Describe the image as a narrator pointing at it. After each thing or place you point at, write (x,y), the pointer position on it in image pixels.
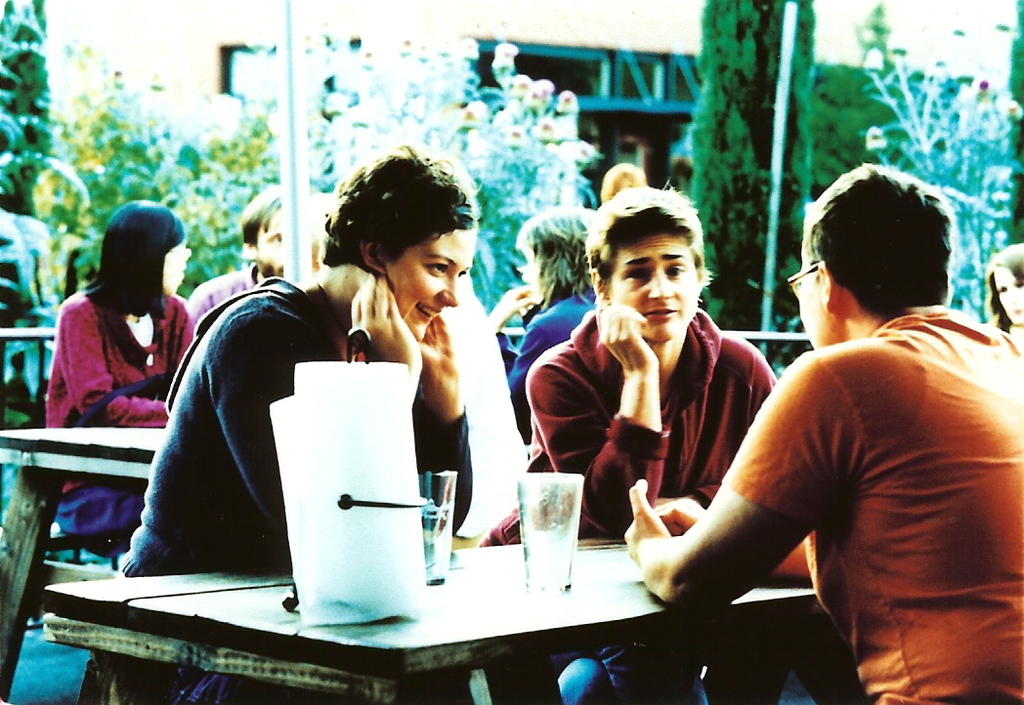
This picture is taken outside. There are three people (345,281) sitting around a table (418,632), one of them is sitting towards the right corner (828,253), before him there are two persons (625,251), one woman (444,242) and one man (555,385). Behind them there are group of people (544,249) sitting around another table (83,466). In the background (333,85) there are group of trees (830,92).
